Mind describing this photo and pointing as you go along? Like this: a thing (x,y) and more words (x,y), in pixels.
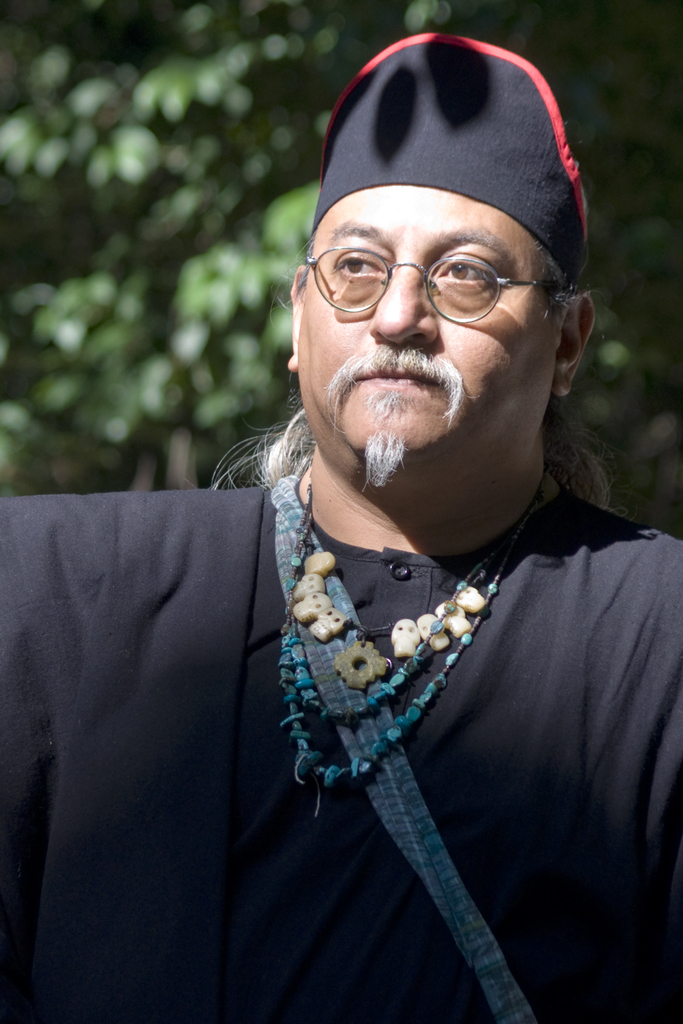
In this image in the foreground (410,431) there is one man (449,144) who is wearing a cap (333,141) and some ornaments (295,614), and there is a blurry background (202,147) but we could see trees (126,177).
